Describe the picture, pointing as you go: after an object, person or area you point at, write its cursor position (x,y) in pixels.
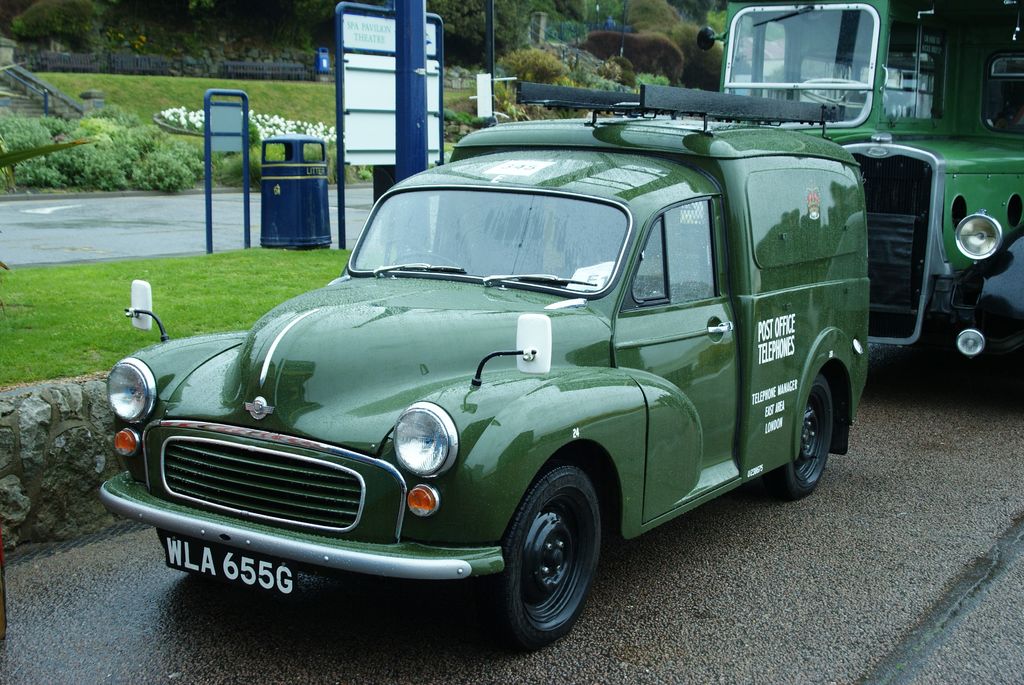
This image is clicked on the road (734,683). There are vehicles (679,350) parked on the road (787,655). Beside the vehicles (534,260) there is a divider (49,433). On the divider (35,427) there are sign board poles (338,103), a dustbin (311,183) and grass (183,280) on the ground (153,276). Beside the divider (202,276) there is the road (108,210). In the background (95,112) there are trees (293,13), plants (105,161), hedges (139,155) and grass (176,104) on the ground (157,93). In the top left (25,99) there are steps (11,83). There is a railing (47,91) beside the steps (0,96).
